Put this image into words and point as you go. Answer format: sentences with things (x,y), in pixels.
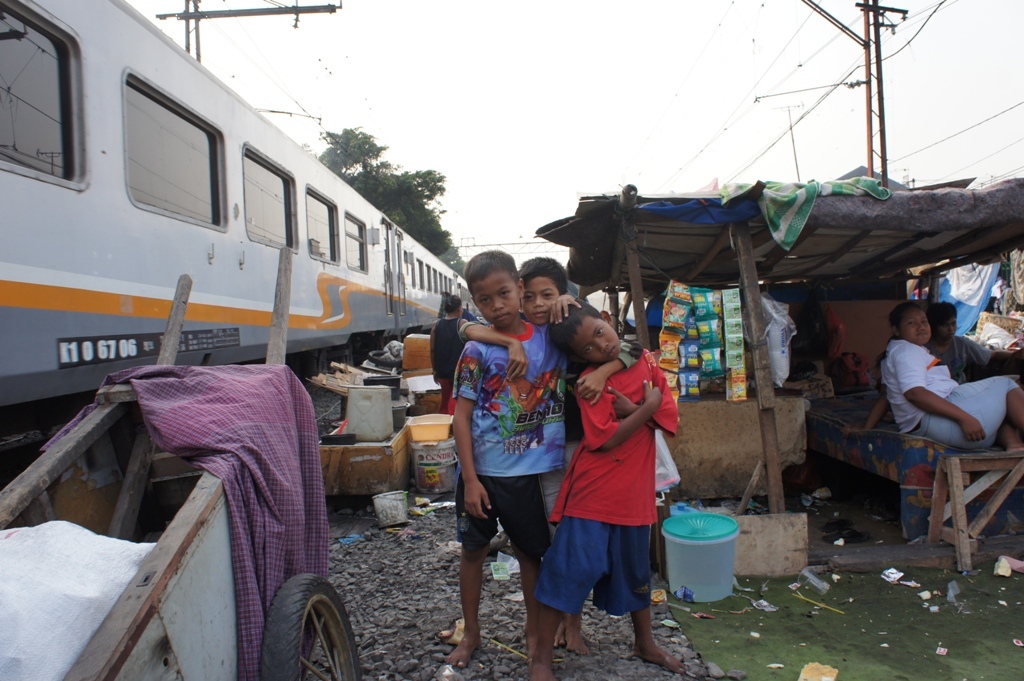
In this picture we can see there are three kids (518,528) standing on the stone path (521,627). On the left side of the kids (517,493) there is a cart (170,528), train (150,234) and trees (409,194). On the right side of the kids (539,461) there are people (936,429) sitting. Behind the kids (532,380) there are electric poles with cables (852,82) and a sky (538,64).
